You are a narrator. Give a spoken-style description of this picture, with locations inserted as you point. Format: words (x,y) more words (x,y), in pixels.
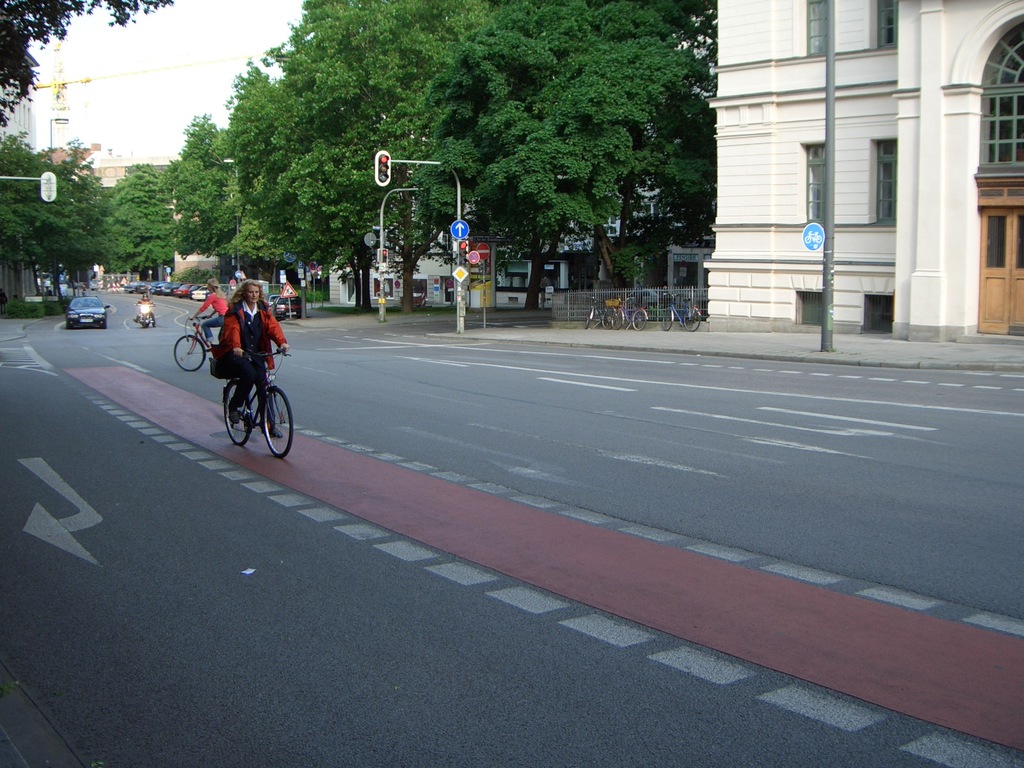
In this picture we can see group of people (271,337), few are riding bicycles (273,362) on the road (272,458), in the background (293,308) we can see few traffic lights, trees (412,174), vehicles (80,320), fence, sign boards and buildings (771,175), and also we can see a crane (88,77).
